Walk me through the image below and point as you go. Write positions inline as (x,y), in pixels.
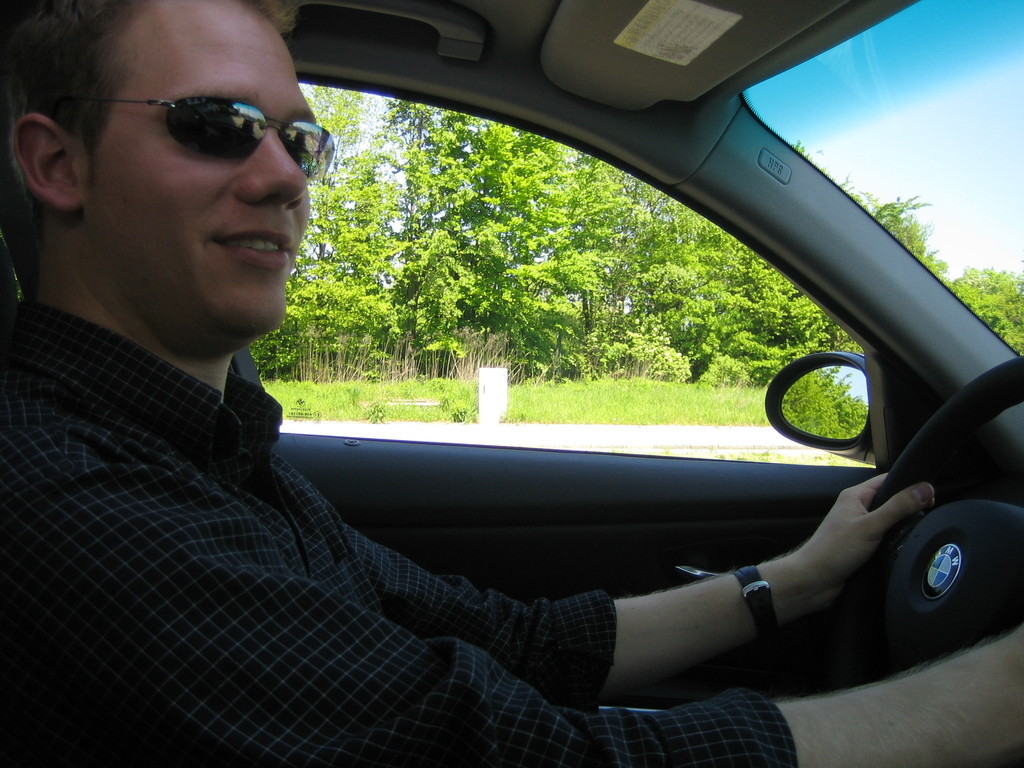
In this picture we can see a man (100,552) wore goggles (316,127), watch (755,618) and holding a steering (906,450) with his hands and smiling and sitting inside a vehicle (590,558) and in the background (624,412) we can see an object (487,411), grass (700,397), trees (679,323), sky (830,76).
